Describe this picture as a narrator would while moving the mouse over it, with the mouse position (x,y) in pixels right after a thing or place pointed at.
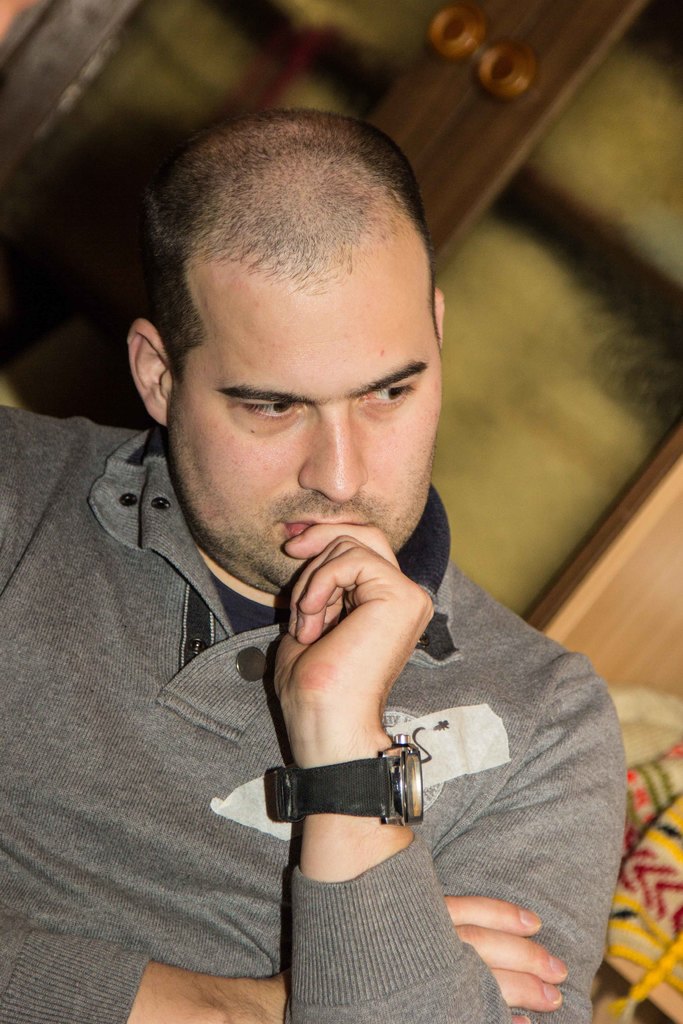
A person (311,983) is sitting wearing a grey sweater (45,851) and a watch (334,781).
